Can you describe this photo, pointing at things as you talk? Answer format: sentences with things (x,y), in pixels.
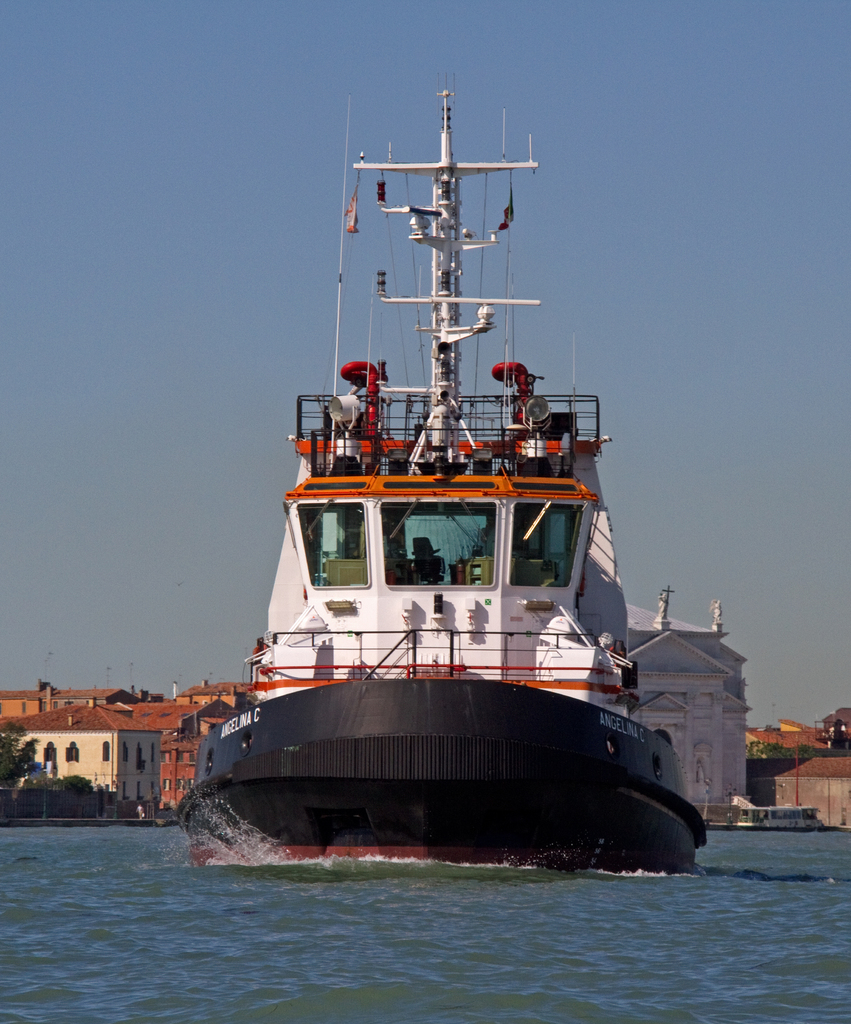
In this image we can see a ship (340,514) in a water body (384,938). On the backside (198,425) we can see some buildings (162,785), houses (157,796) with roof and windows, a fence (154,813), trees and the sky (212,453) which looks clear.
